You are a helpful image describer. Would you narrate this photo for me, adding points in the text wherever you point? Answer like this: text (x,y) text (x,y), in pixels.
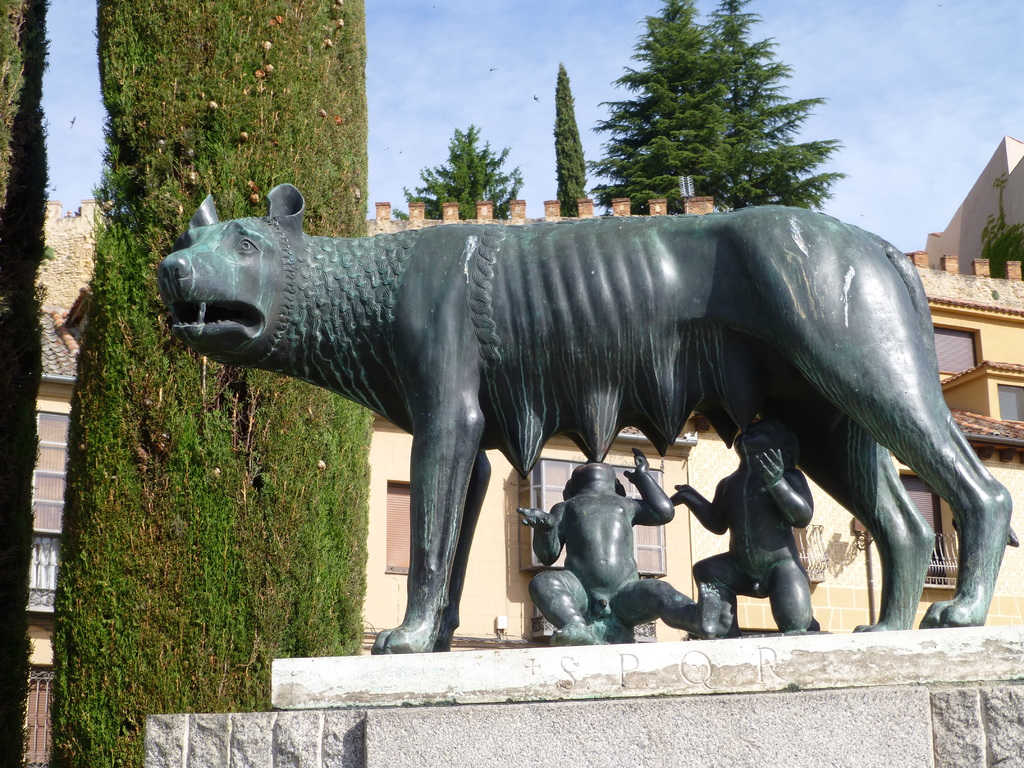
Front we can see a statue (732,264). Background (950,354) there is a building (960,340) and trees (674,150).
